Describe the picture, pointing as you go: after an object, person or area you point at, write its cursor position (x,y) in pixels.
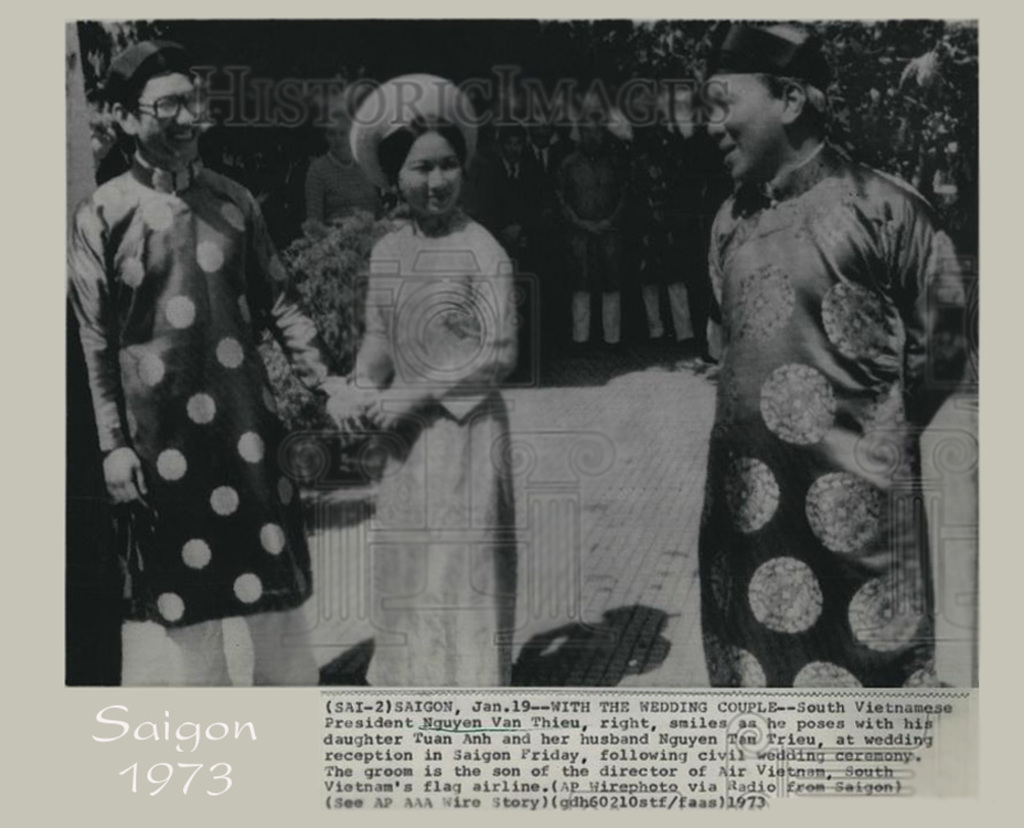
In this image there is a paper (998,227), there is a woman (435,380) standing, there are two men (180,214) standing, there are a group of persons (655,215) standing, there is a plant (300,381) behind the man (340,390), there are plants (880,117) towards the top of the image (904,118), there is text (792,721) towards the bottom of the image (509,749), there is number (195,771) towards the bottom of the image (230,776).
